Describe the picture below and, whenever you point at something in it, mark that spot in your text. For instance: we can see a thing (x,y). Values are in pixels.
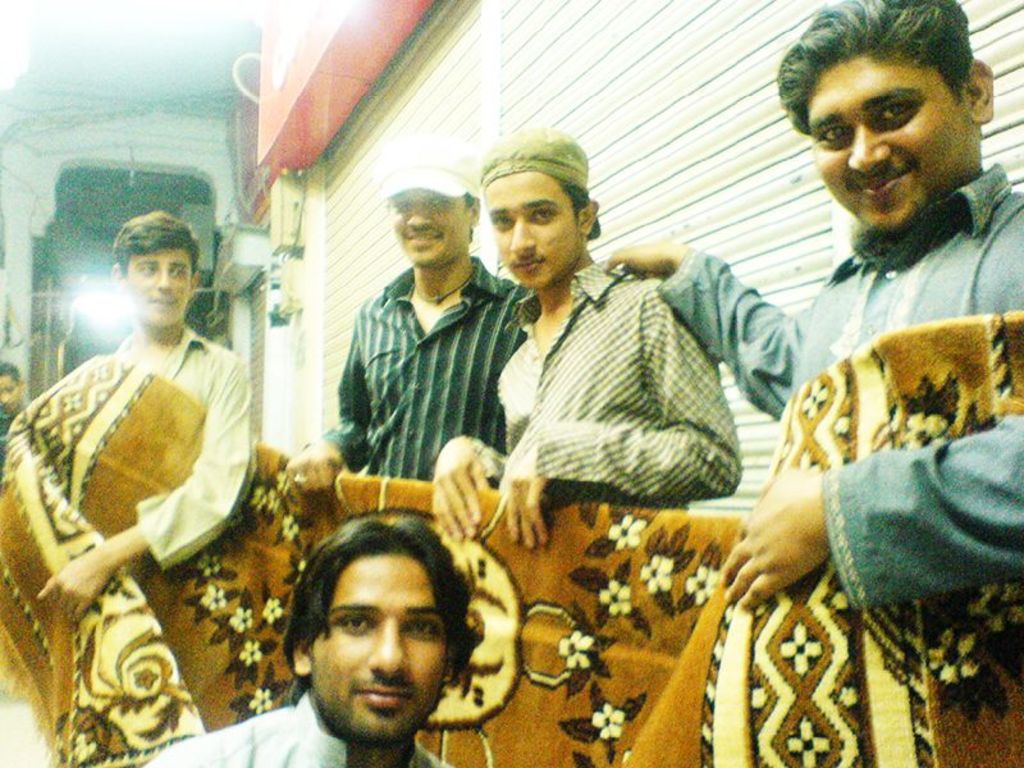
This picture shows few people (620,296) are standing they wore caps (460,182) on their heads (551,194) and holding a blanket (76,368) in their hands (740,577) and we see lights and a man (2,377) standing on the side and we see another man (269,754).
